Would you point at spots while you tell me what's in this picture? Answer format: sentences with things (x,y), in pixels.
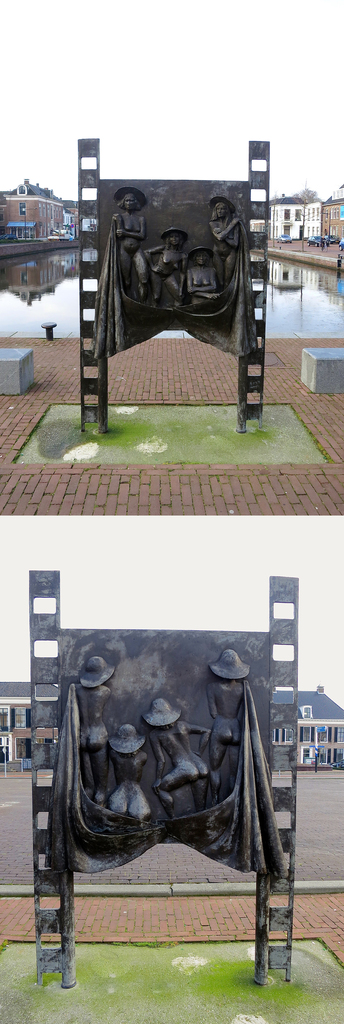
In the image there is a statue (220,752) in the middle (179,664) with carvings (172,312) on it, this is a photo grid image, the upper image have a canal (327,287) in the back (300,205) with buildings (297,199) on either side and the bottom image, it have road (331,833) in the back (308,830) with buildings (327,746) behind it and above its sky (182,584).
